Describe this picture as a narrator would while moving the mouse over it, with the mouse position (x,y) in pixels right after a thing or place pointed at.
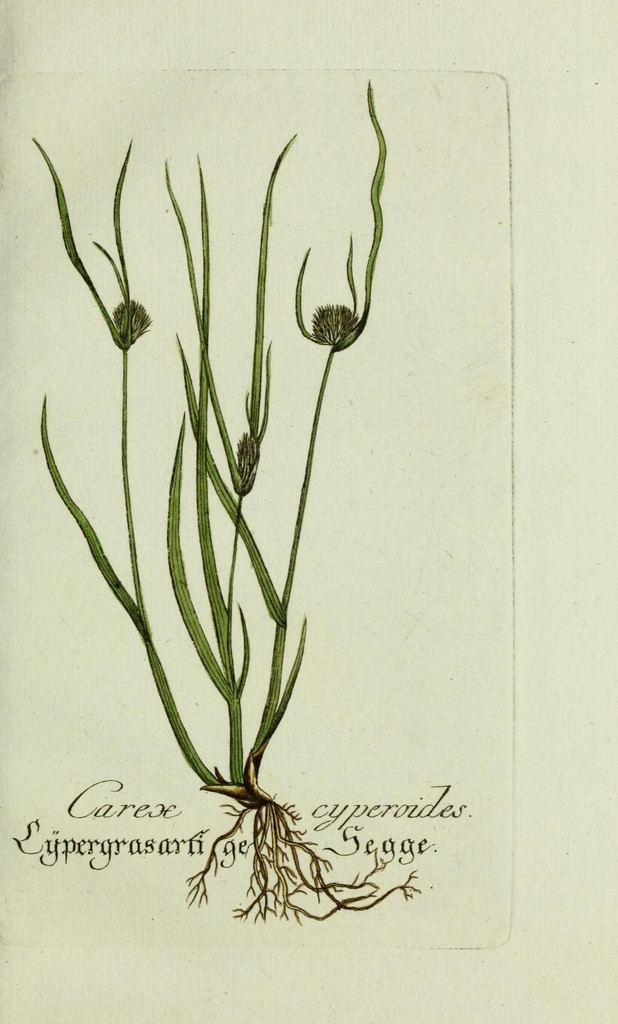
This is a picture of a drawing (238,447) or a textbook paper (326,195). In the picture there is a plant (204,252). At the bottom (191,851) there is text (83,838) and roots (286,889).
